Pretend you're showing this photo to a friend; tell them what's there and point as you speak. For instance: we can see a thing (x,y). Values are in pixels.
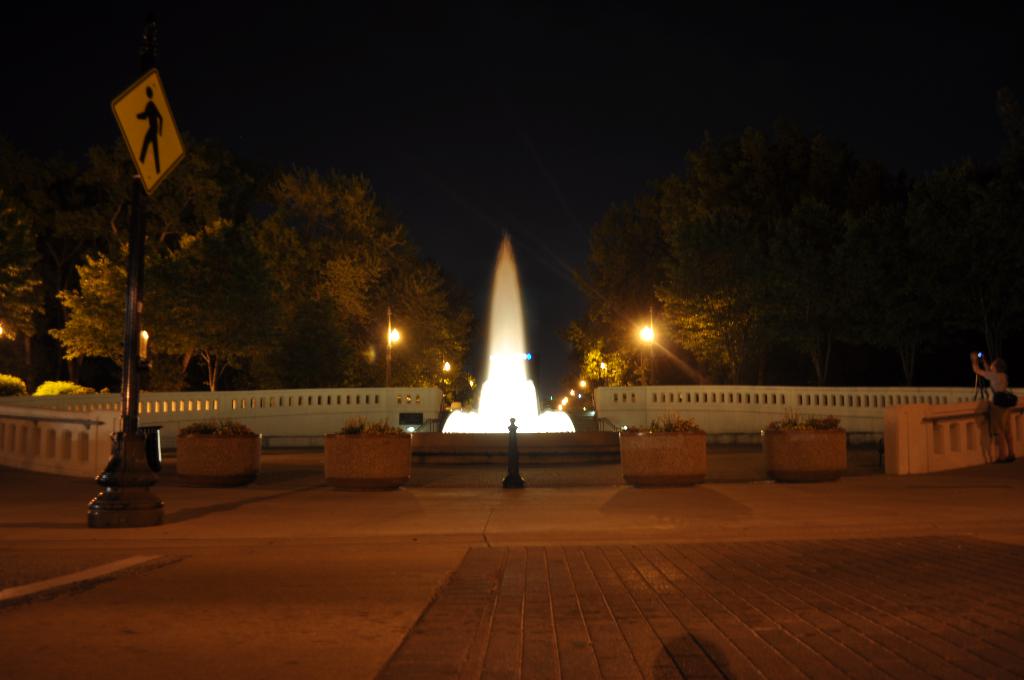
In this picture I can observe a fountain (503,370) in the middle of the picture (504,369). On the left side (141,314) I can observe a pole (123,520) to which a board (134,136) is fixed. In the background (358,289) there are trees (605,285) and sky (422,111) which is completely dark.
